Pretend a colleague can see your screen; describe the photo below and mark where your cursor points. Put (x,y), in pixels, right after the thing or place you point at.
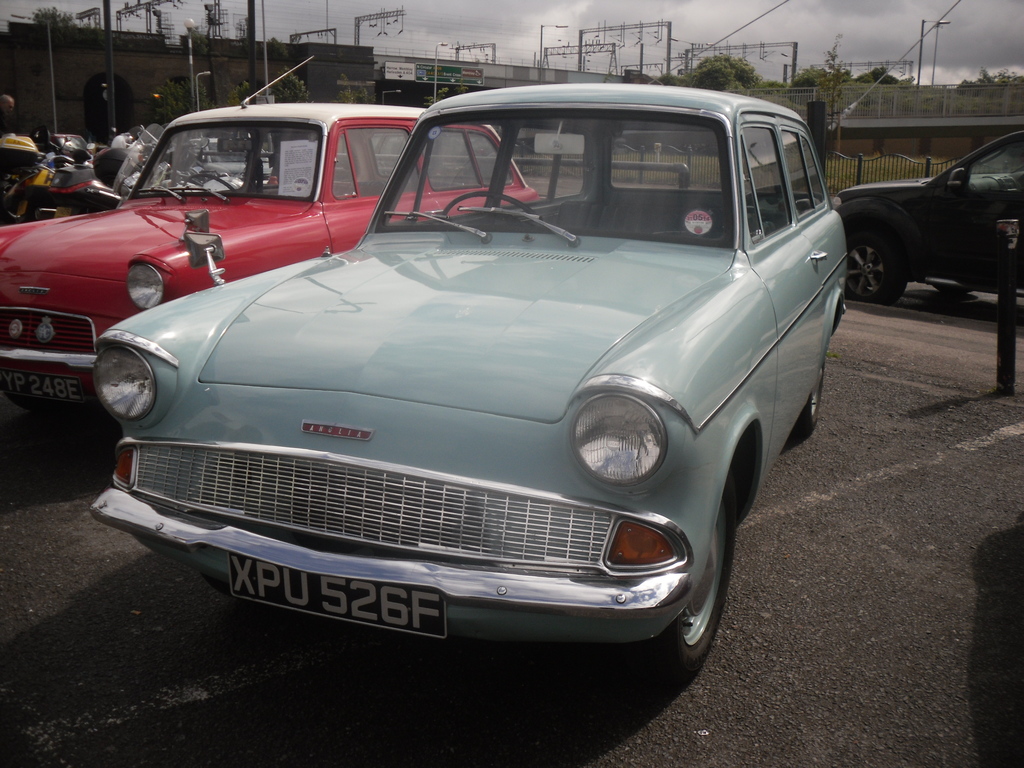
As we can see in the image there are cars (761,298), fence (901,176), buildings (339,69), current poles (610,50) and sky (647,5).
